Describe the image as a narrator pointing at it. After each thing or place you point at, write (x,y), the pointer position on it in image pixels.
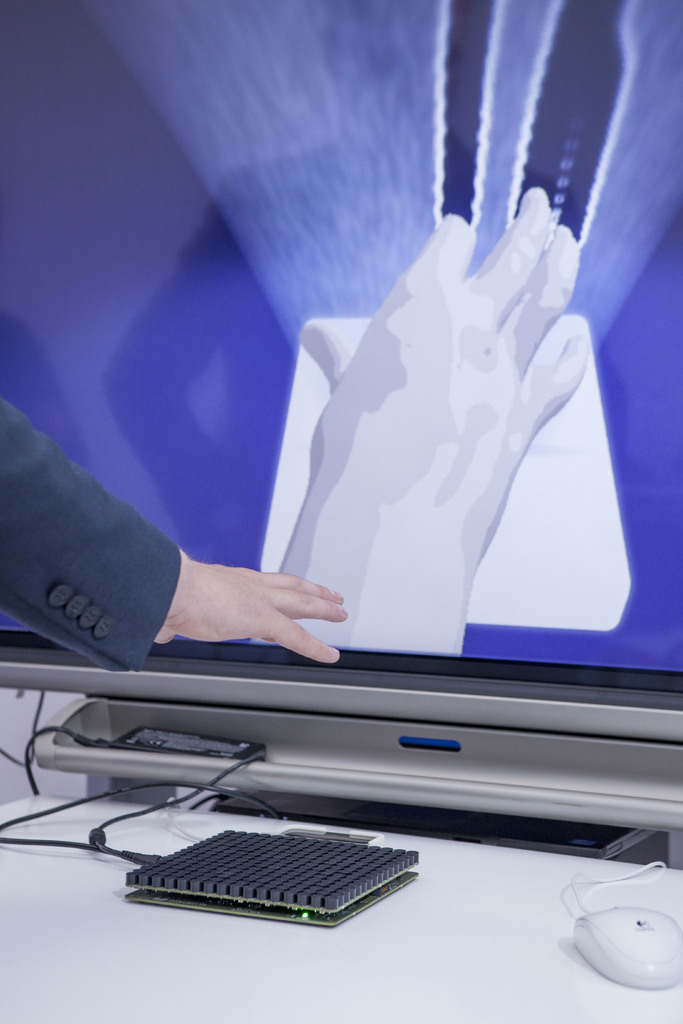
In the picture we can see a hand (287,593) and some painting (393,325) like gloves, the painting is in blue in color under the painting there is a wired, mouse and keypad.
